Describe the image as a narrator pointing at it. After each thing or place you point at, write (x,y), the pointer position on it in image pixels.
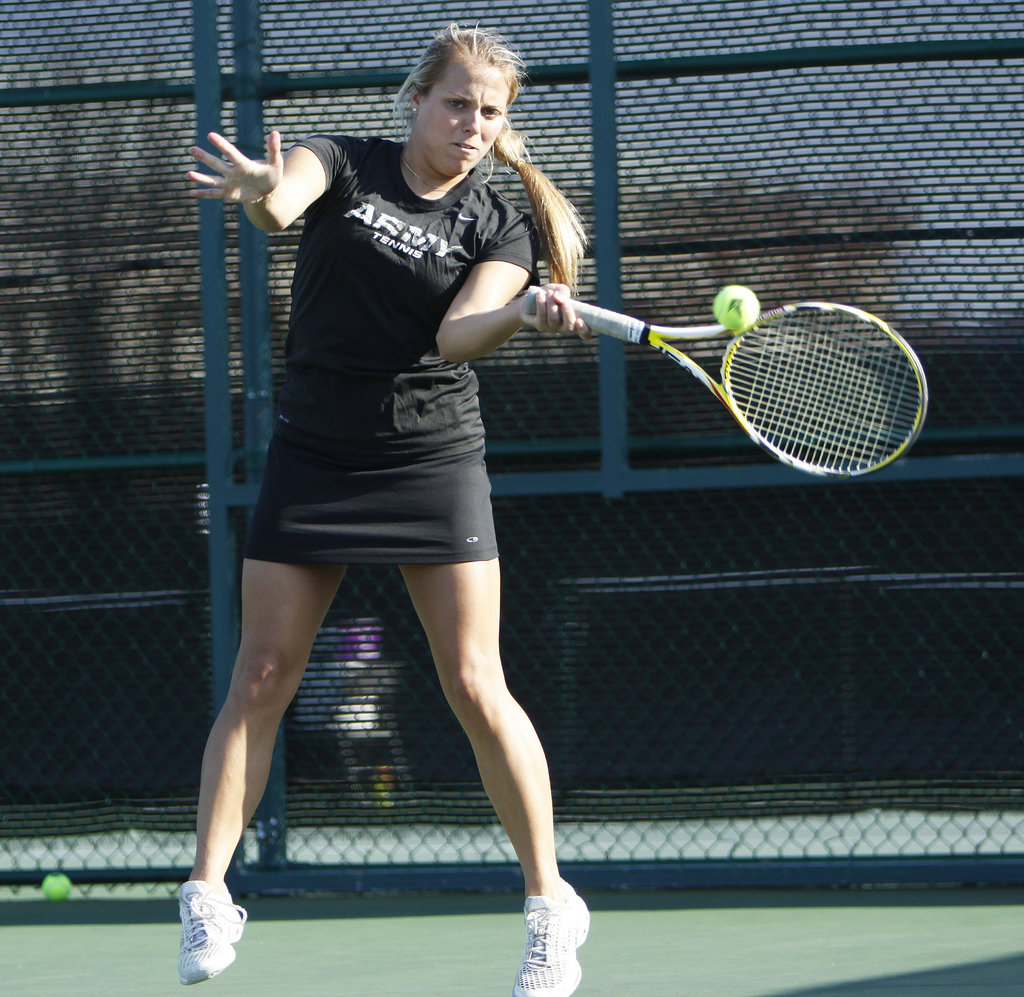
Here we can see a woman (479,215) standing on the ground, and holding a racket (761,361) in her hands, and playing with the ball (758,308), and at back (195,69) her is the fencing (206,303).
